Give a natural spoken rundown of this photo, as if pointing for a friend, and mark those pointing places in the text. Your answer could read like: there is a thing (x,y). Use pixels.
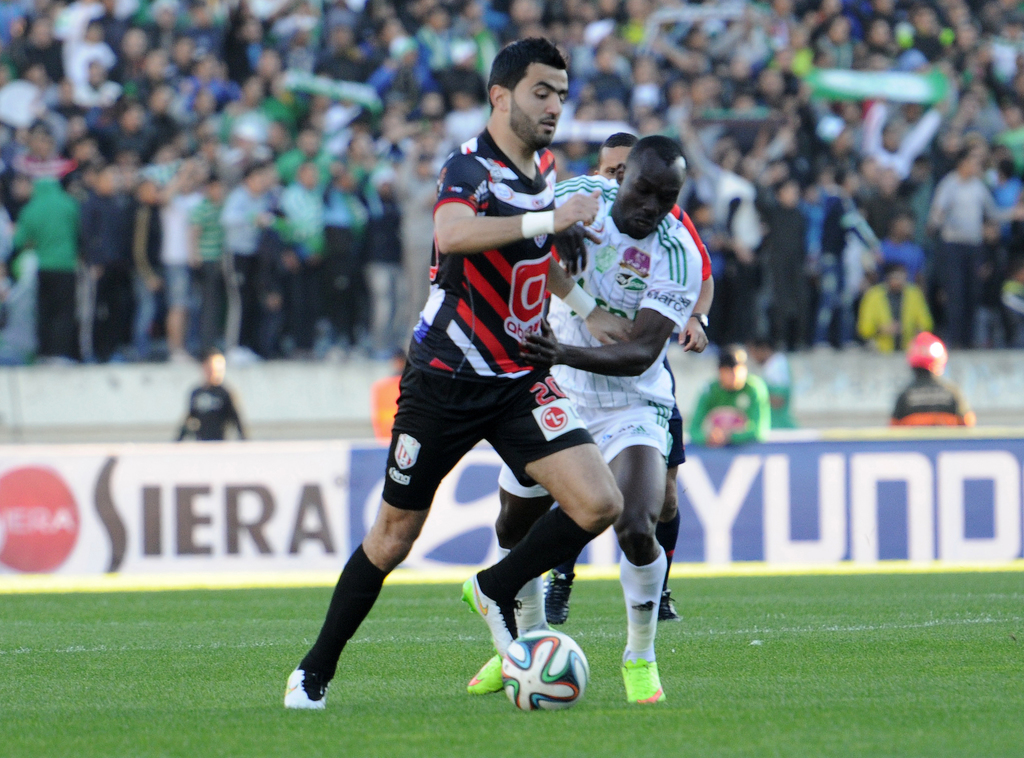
In the image the players (580,429) are playing football in the ground (343,704) and behind the ground (580,592) there are spectators (772,155) watching the match.
